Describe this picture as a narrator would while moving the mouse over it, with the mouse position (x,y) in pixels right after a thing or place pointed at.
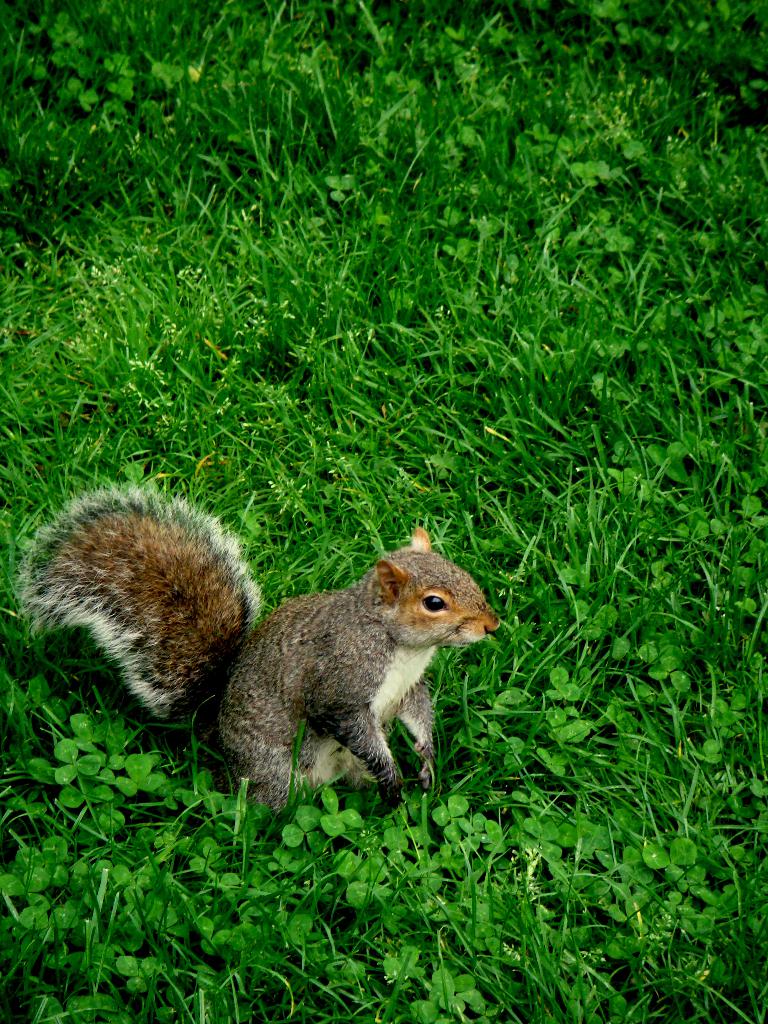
In this picture I can see a squirrel (332,725) and grass (242,350) on the ground (234,874).
